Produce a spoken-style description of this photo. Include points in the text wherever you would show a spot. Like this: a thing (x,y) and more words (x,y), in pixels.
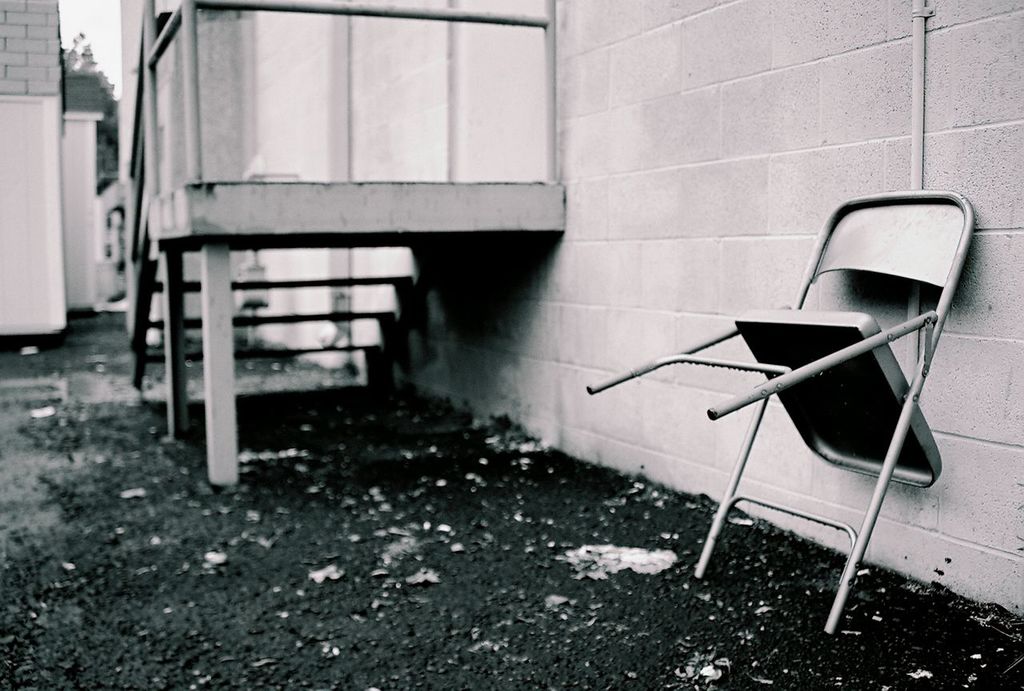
In the image we can see stairs (190,216), building (612,103), pipe (920,76), chair (835,312), and brick wall (37,71).
